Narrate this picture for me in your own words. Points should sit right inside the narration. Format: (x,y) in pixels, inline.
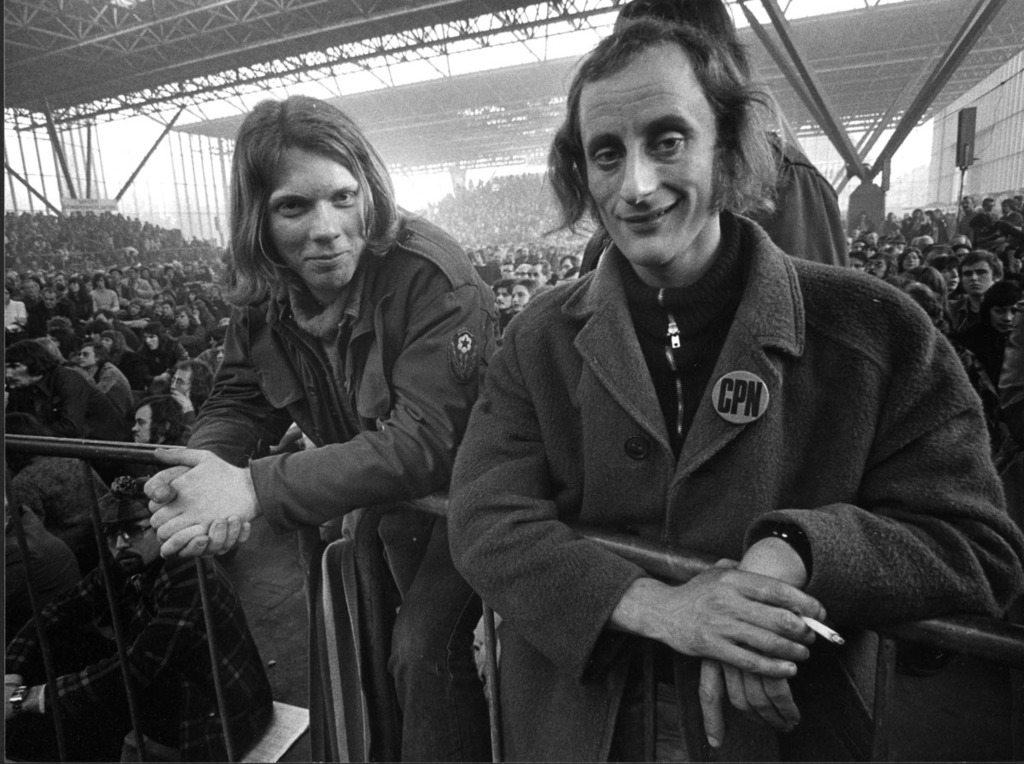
In this picture we can see two men (376,311) standing and smiling and at the back of them we can see a group of people (964,254), shelters (487,153), banner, speaker (966,111).
